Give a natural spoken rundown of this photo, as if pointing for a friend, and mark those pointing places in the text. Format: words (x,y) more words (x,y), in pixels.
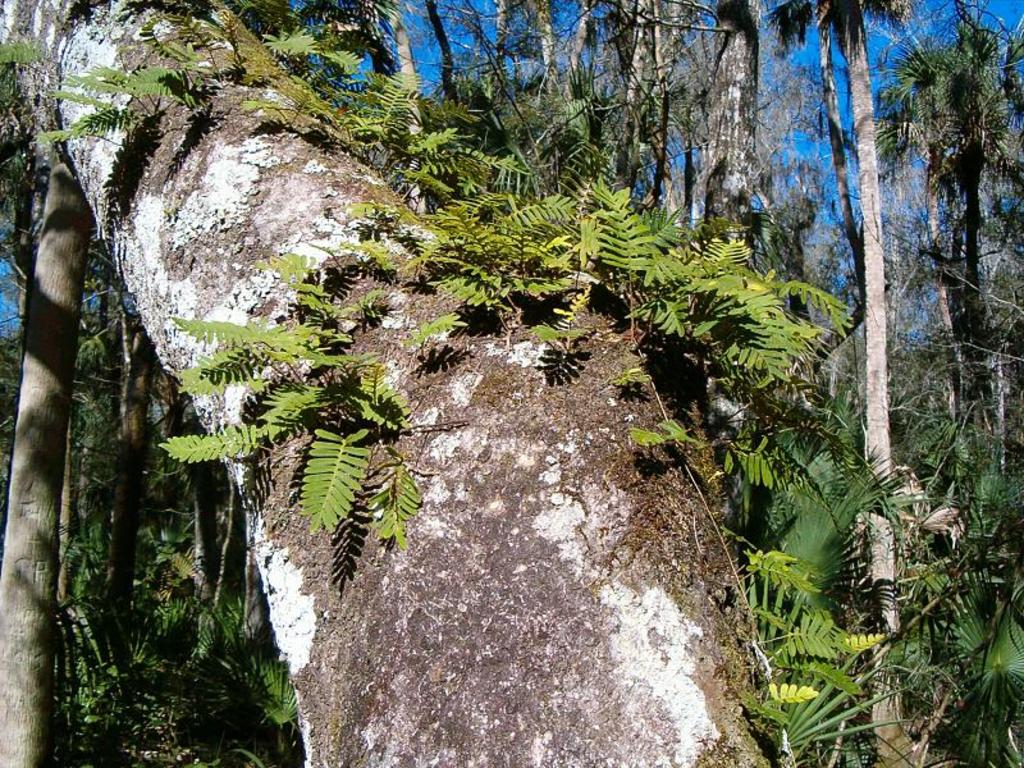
In the picture we can see a tree branch (423,643) on it we can see some plants (808,692) and behind it we can see plants (96,765) and trees (641,30) and some parts of sky (436,70).
